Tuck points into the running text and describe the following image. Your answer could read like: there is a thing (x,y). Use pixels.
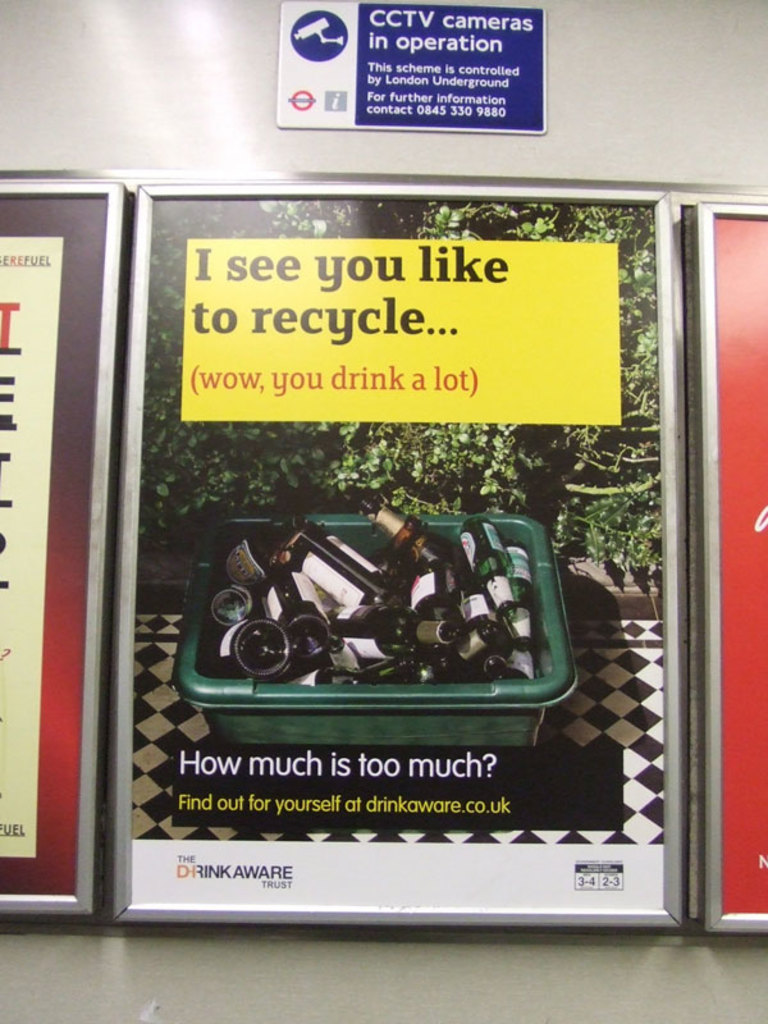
It is a banner of an image, in this there are beer bottles (449,664) in a plastic tub (464,685) and few other plants (634,250) are there.
